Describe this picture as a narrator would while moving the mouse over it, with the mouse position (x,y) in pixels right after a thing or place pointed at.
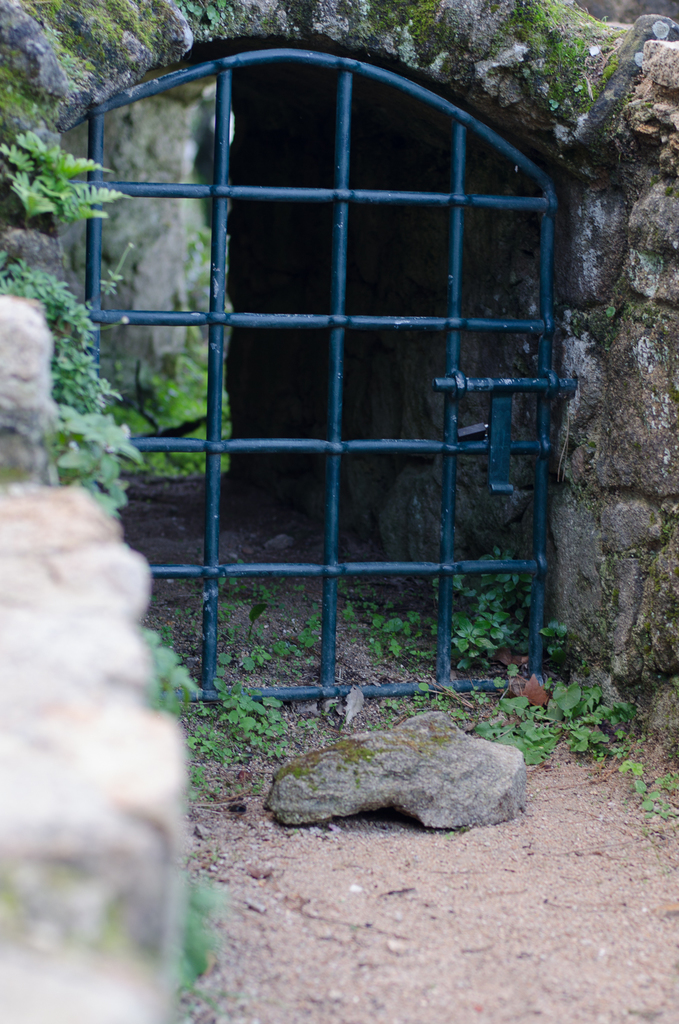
In this image in front (457,223) there is a gate (462,232). There are plants (101,414) and there are rocks (559,405).
